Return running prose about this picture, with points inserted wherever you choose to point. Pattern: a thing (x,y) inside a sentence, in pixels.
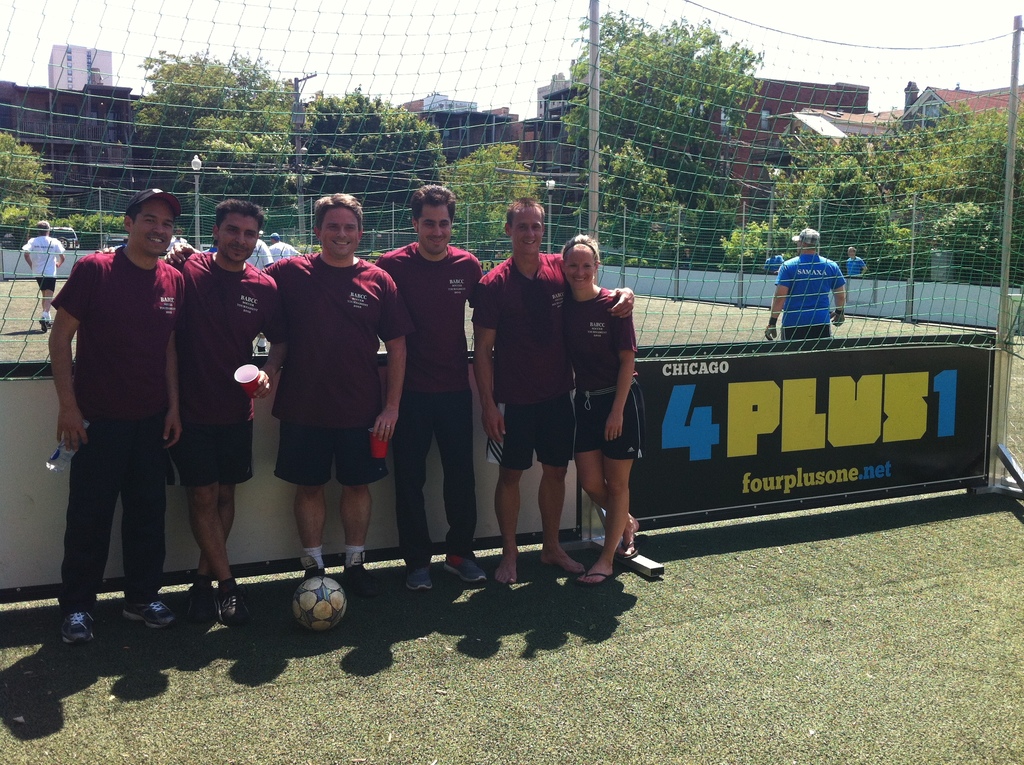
In this image we can see the players (454,399) standing on the ground (595,636). We can also see a ball (322,612), net (182,152), light poles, electrical pole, buildings (846,120) and also the trees (856,154). We can also see the sky (494,53).
